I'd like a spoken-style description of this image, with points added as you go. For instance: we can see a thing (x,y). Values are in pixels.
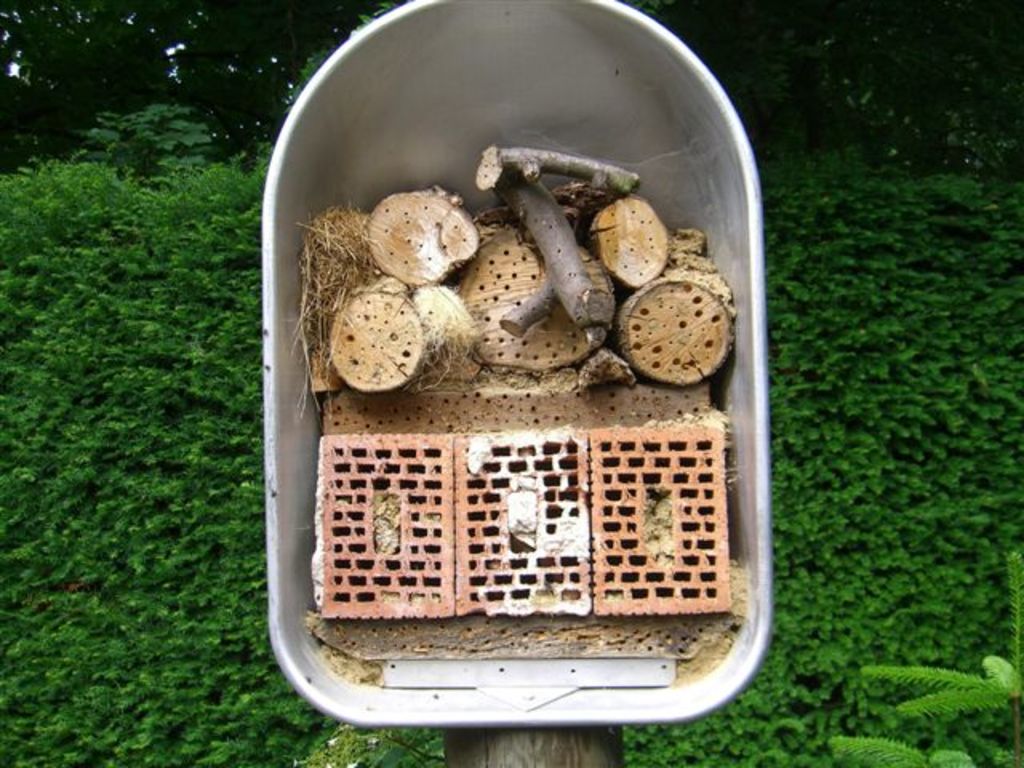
In the middle of the image (343,455) there is a silver color box (289,240) with few wooden pieces (404,273) in it. Behind the box (734,304) there is a plant (971,233) and to the top of the image (931,105) behind the box (571,35) there are trees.
